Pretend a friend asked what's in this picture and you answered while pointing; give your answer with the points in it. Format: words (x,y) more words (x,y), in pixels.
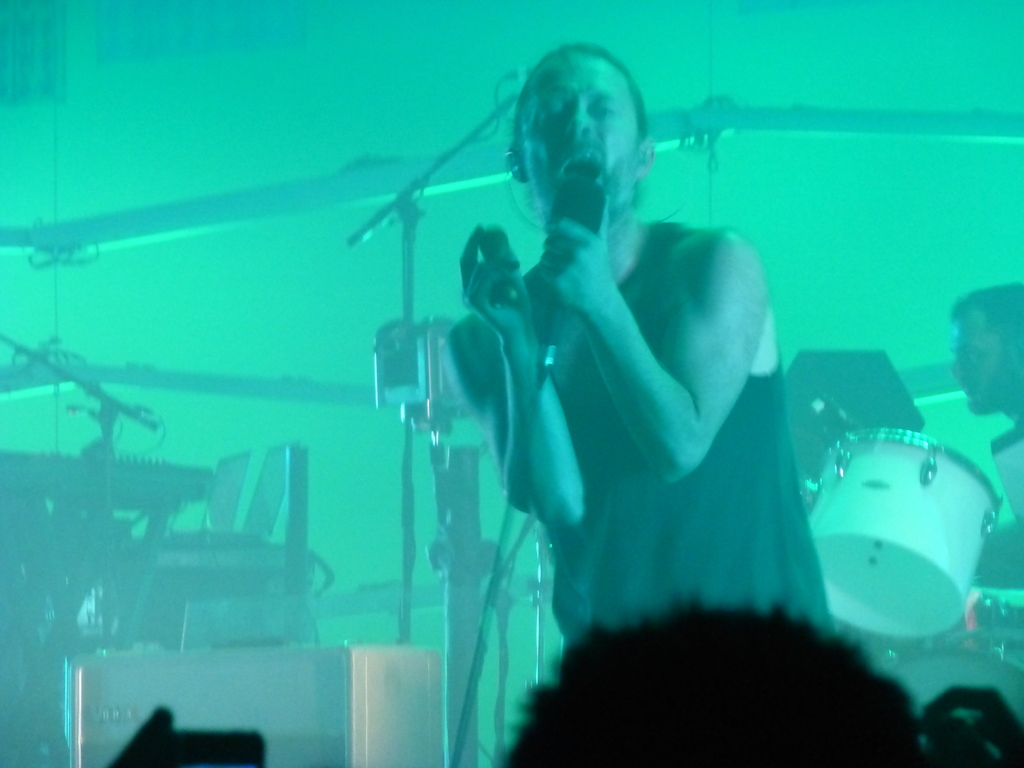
In this image we can see a man (637,461) standing and holding a mic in the hands (513,316). In the background (921,474) there are musical instruments (927,499) and persons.
